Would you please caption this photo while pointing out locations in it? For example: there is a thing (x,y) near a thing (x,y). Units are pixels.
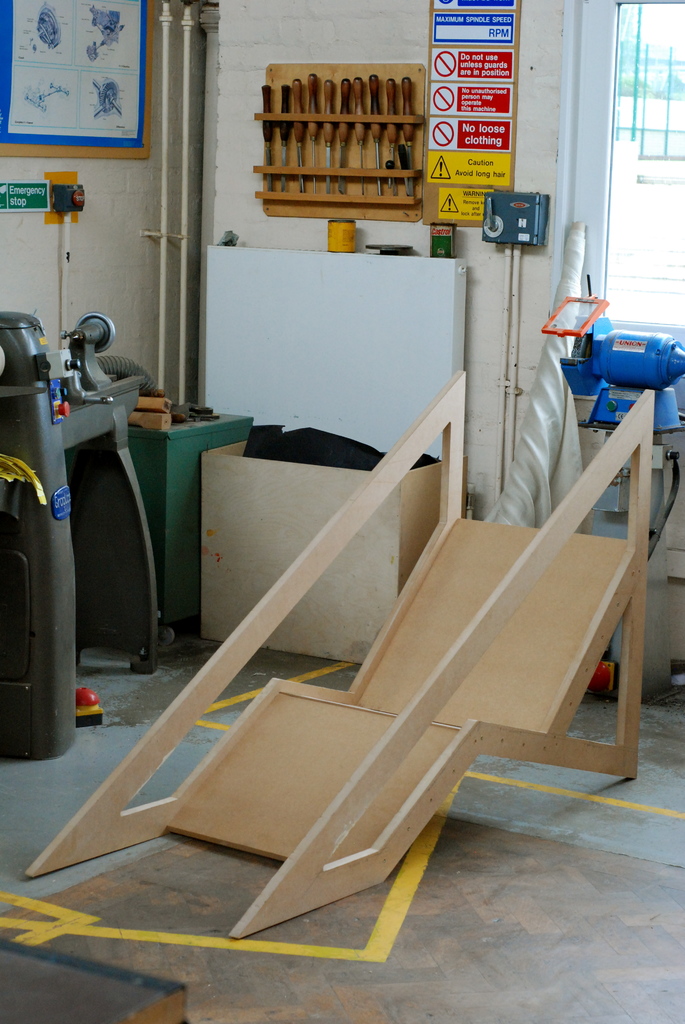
In this picture there is a wooden object (409,681) and there are few other objects (557,494) beside it and there are few boards (137,79) which are attached to the wall (161,56) and there is a window (658,173) in the right top corner (653,176).
